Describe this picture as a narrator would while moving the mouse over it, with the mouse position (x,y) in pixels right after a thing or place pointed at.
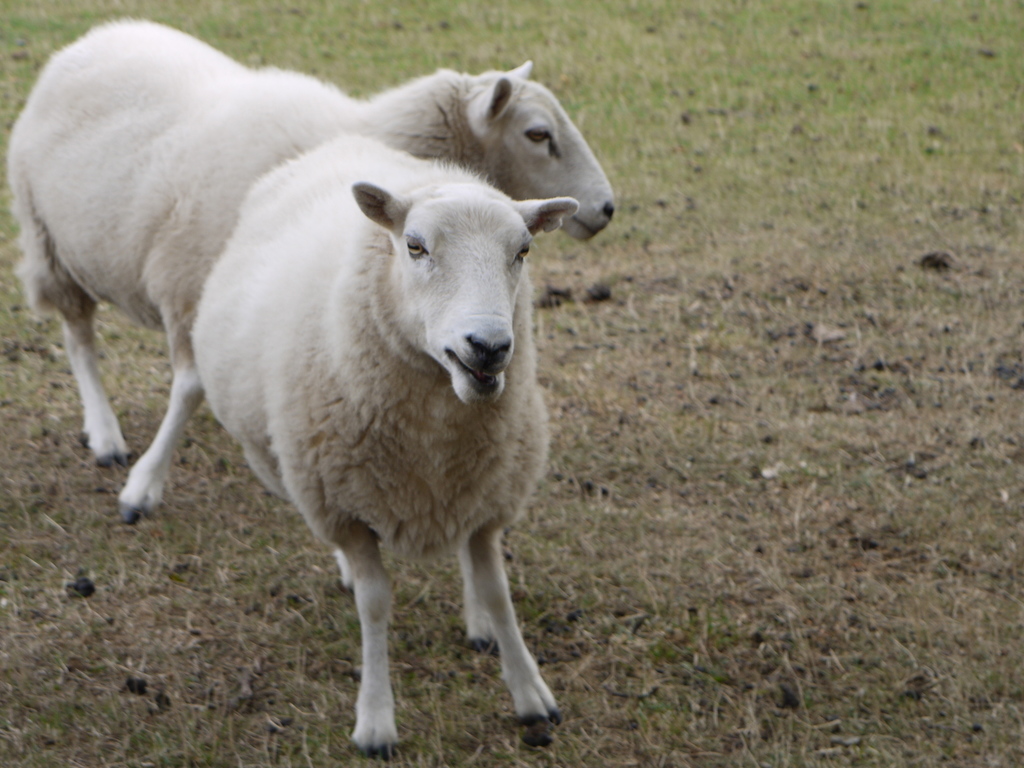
On the left side (325,435), there are two white color sheep (293,85) on the ground (396,682). On this ground (715,344), there is grass (668,646).
